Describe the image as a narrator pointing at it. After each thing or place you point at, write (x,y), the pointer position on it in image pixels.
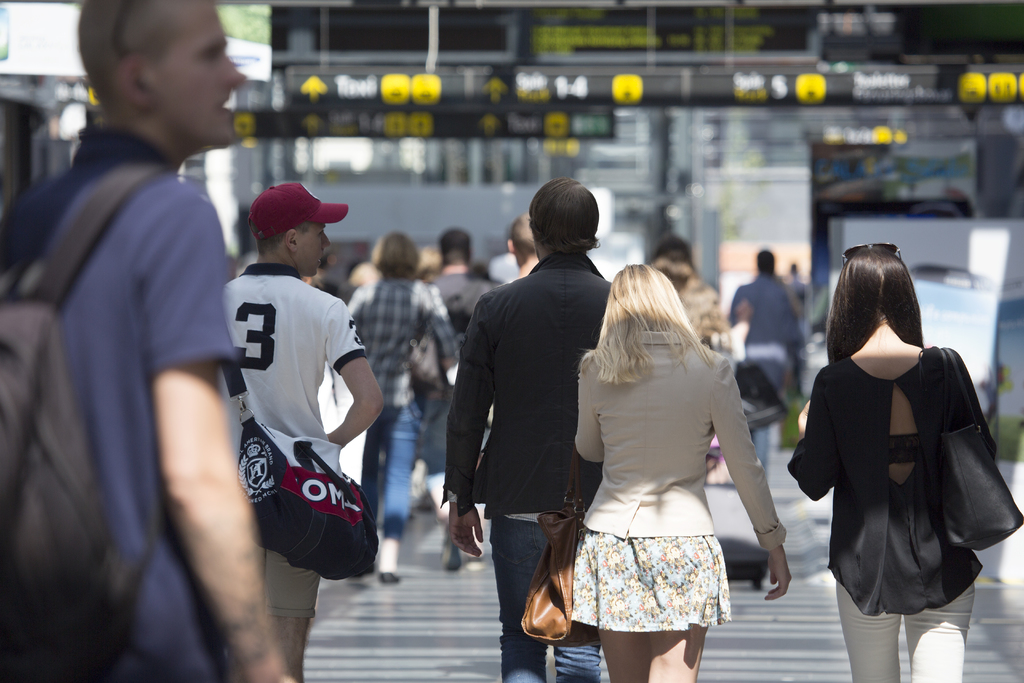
In this image we can see many people (459,400) walking. Some are having bags (263,425) and one person (323,233) is wearing cap (289,196). In the background (611,88) it is blur.
